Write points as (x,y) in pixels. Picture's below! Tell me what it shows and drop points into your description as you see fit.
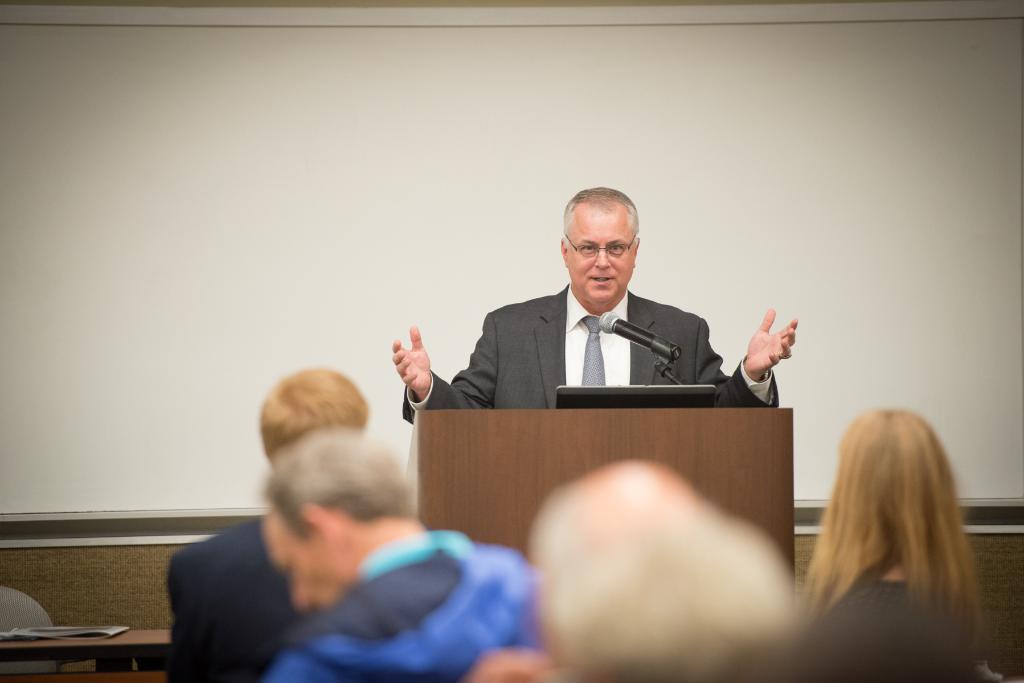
This picture is clicked in the conference room (497,393). At the bottom of the picture (301,530), we see people (647,628). In front of them, we see a man (523,365) in white shirt (604,355) and black blazer (526,340) is standing. In front of him, we see a podium (664,460) on which laptop (632,387) and a microphone (662,355) are placed. He is talking on the microphone (655,340). Behind him, we see a projector screen (417,280). On the left side (150,643), we see a table (93,650) on which book (14,638) is placed.
